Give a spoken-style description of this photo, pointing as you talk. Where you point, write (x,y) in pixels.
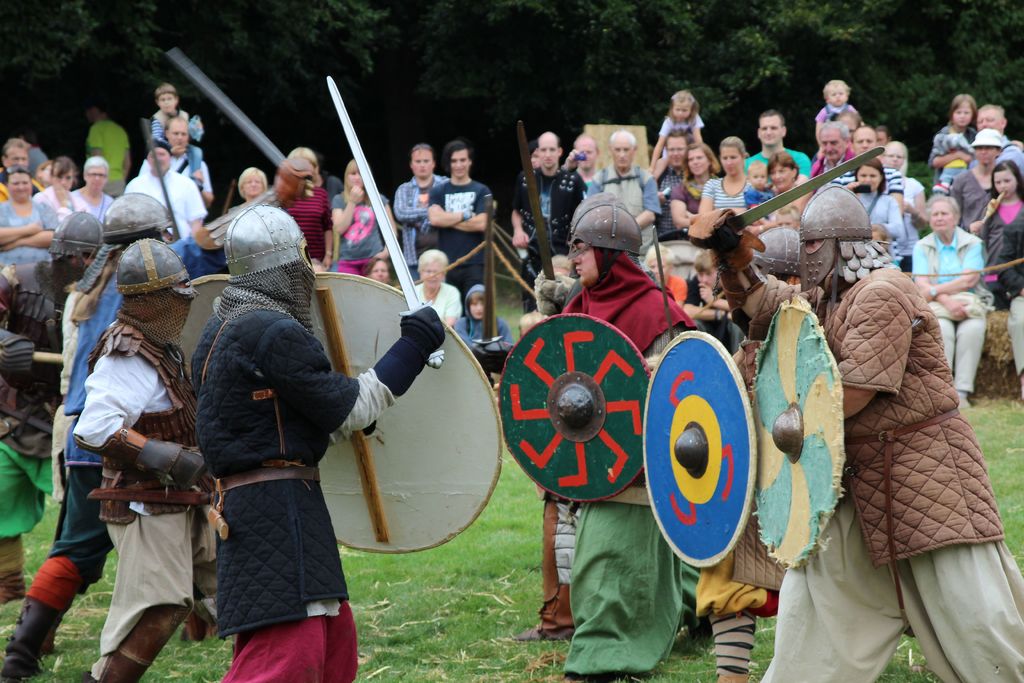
In this picture there are group of people (909,570) standing and holding the shields (479,439) and swords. At the back (972,182) there are group of people (416,145) standing and there are group of people (958,283) sitting and there are trees (533,99). At the bottom (526,558) there is grass (533,551).
